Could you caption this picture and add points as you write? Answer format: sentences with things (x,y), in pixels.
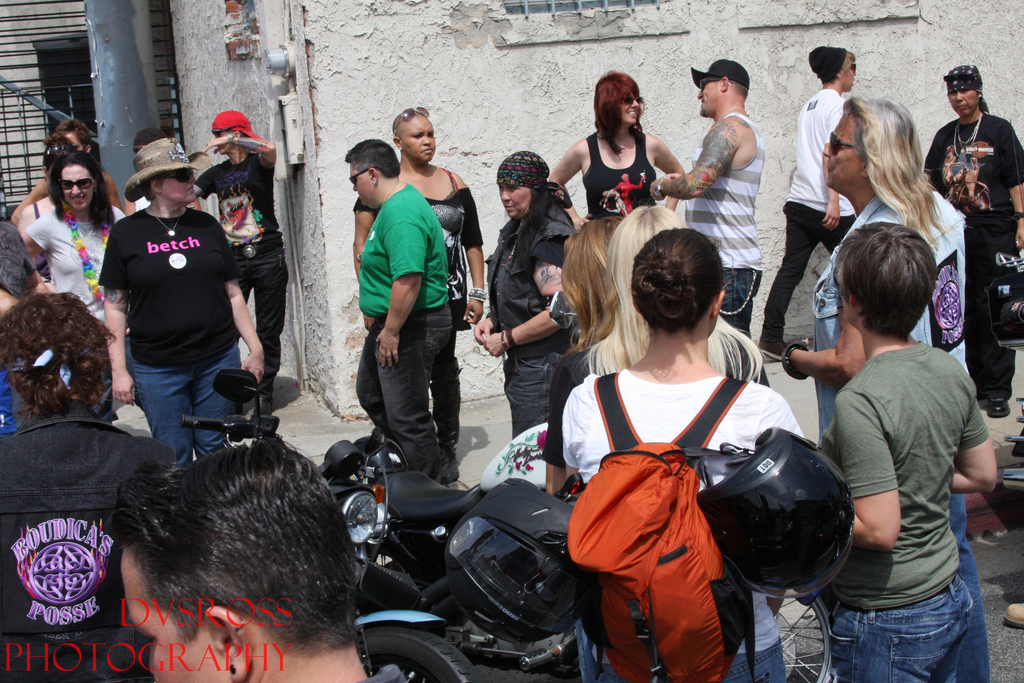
In this image there are persons (365,399), there are vehicles (392,530), there is text (100,657) towards the left of the image (167,654), there is an object (998,327) truncated towards the right of the image (1008,290), there is a person (10,352) truncated towards the left of the image (24,355), there is a wall (576,46) behind the persons (111,431), there is an object (300,344) on the wall (315,203).
